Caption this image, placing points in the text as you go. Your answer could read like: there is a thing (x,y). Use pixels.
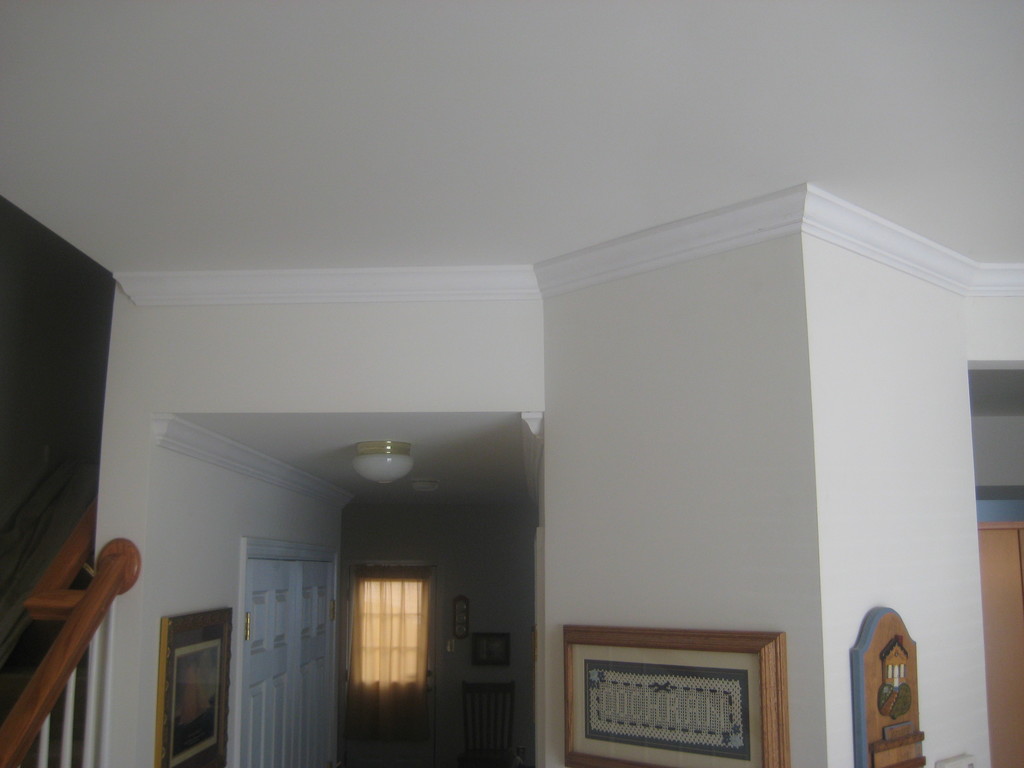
This image is taken inside the house (383,430). In this image there are frames (196,672) attached to the plain white wall (835,518). There is a white door (307,659) and also a window (388,648) with a curtain (418,650). Chair (487,706), switch board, light (390,469) are also visible. At the top (350,137) there is ceiling (443,154).
